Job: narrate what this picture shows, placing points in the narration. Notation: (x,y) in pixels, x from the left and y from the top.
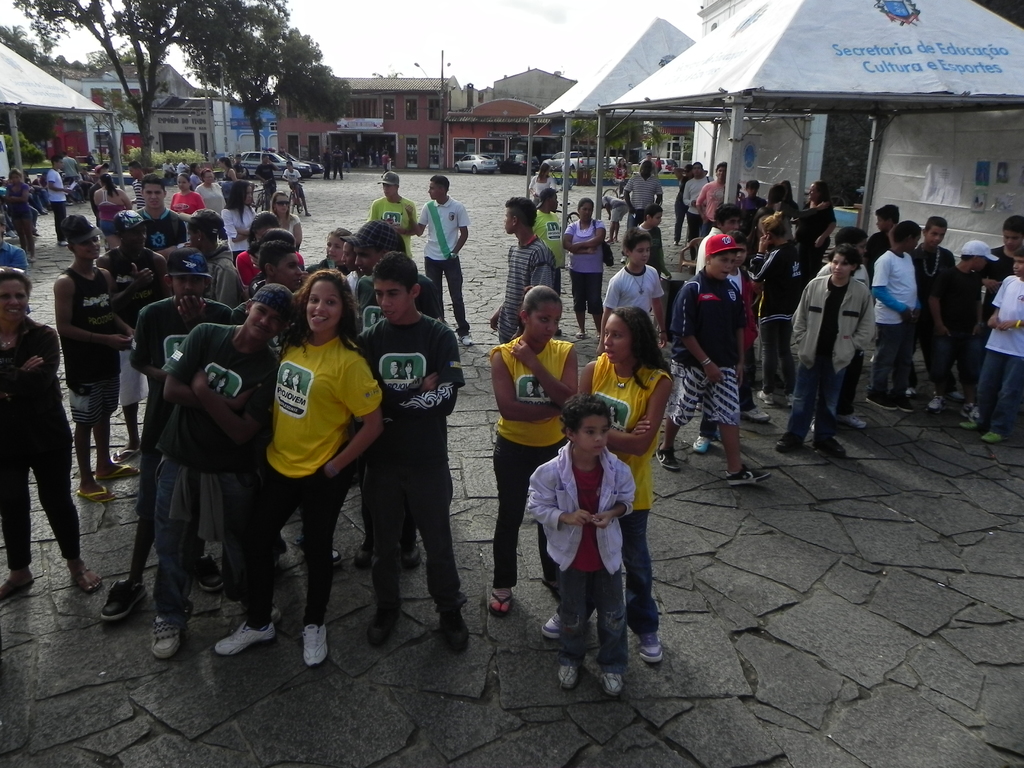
In this picture I can observe some children (239,259) and some people (327,255). Some of them are smiling. On the right side (716,38) I can observe white color tents (696,62). In the background (248,126) there are buildings (193,112) and trees (195,41). I can observe sky (371,33) in the background (388,33).
